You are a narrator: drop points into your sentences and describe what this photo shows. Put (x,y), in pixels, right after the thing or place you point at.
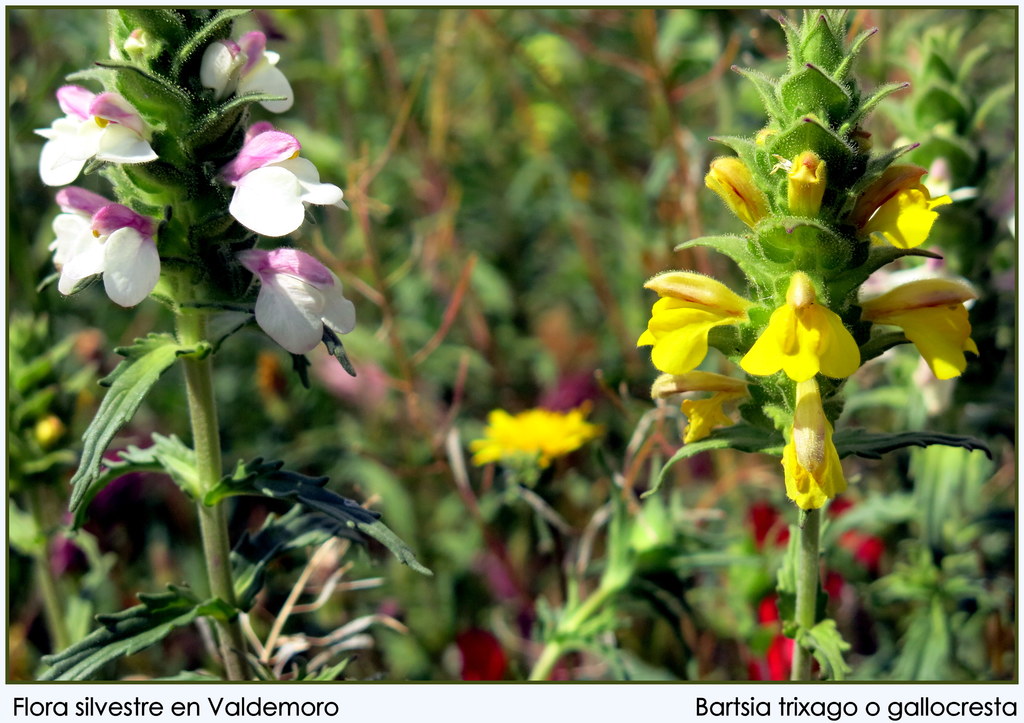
On the bottom left (272,707), there is a watermark (33,714). On the left side (78,677), there is a plant (256,578) having flowers (116,135) and leaves (263,565). On the bottom right (806,705), there is a watermark (812,718). On the right side (803,235), there is a plant (791,340) having flowers (830,337). In the background (511,306), there are other plants (412,221).
